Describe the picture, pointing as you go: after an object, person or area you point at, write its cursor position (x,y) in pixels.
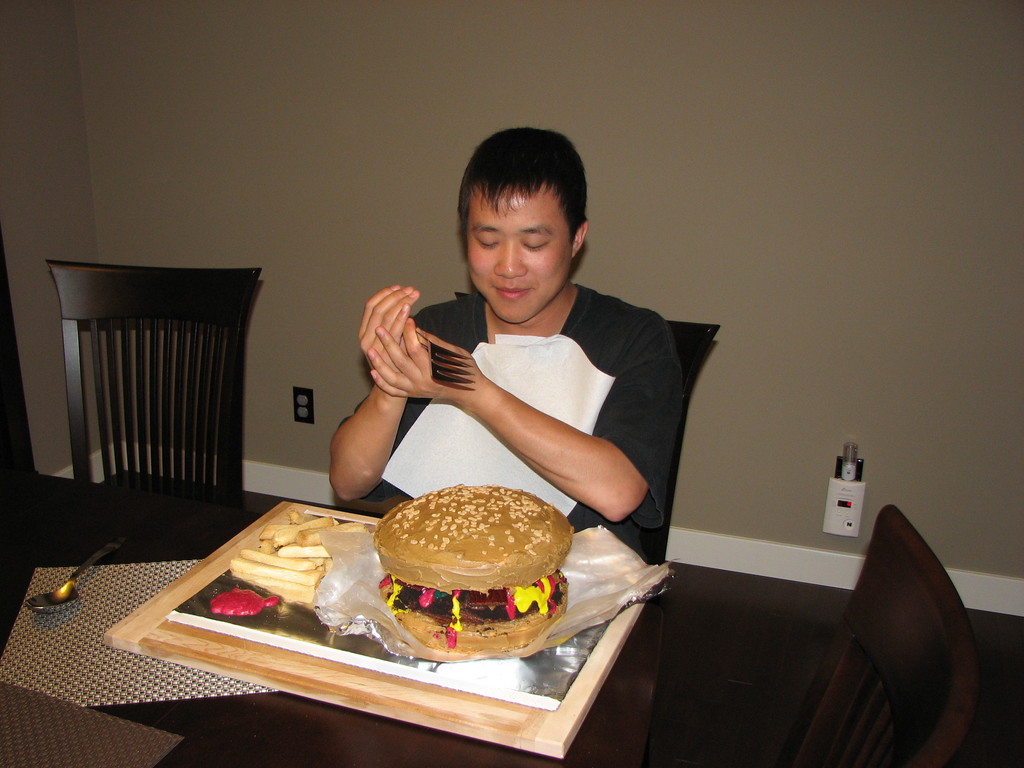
The image is taken in the room (358,113). In the center of the image (569,377) there is a man (580,463) holding a fork (449,378) in his hand (456,393) before him there is a table (380,732). On the table (329,717) there is a tray (307,637), fries (295,586), burger (446,586) and a spoon (73,573). In the background (606,236) there is a wall (674,206).
